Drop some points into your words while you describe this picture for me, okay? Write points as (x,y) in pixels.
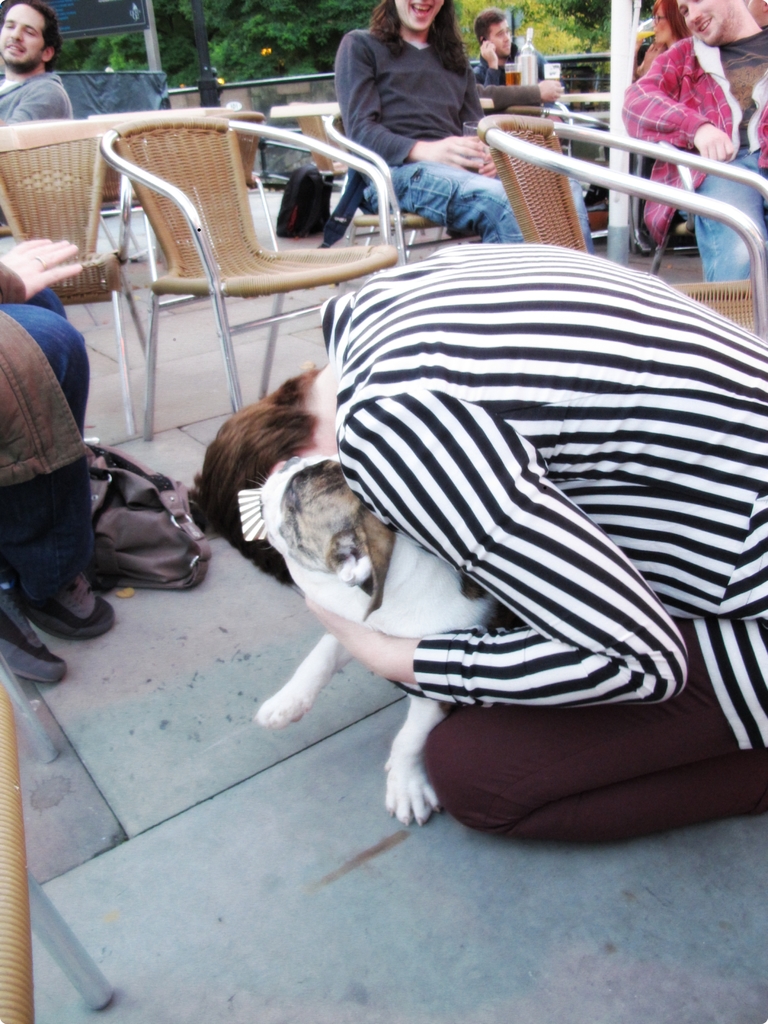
In this image i can see a group of people (18,357) are sitting on a chair (125,151) and a woman (565,588) is sitting on the ground (330,714) and holding a dog (352,607).
